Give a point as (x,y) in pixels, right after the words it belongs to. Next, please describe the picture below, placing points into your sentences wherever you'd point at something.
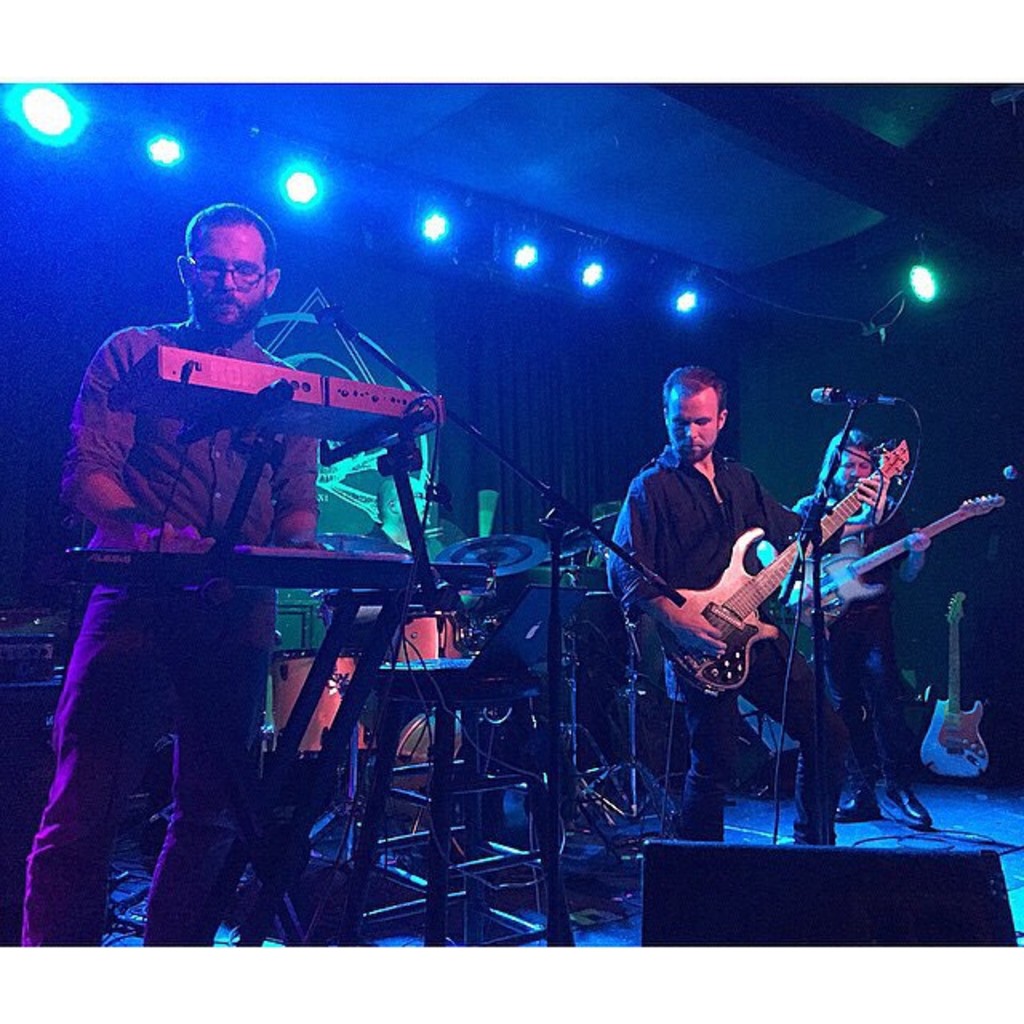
In this picture, we see people (169,622) playing musical instruments (283,670). The man (152,500) on the left corner (180,530) is playing piano (172,559) and the man (683,641) in the middle (671,532) is playing guitar (733,598). Right of this picture (846,478), there is a man (891,622) who is playing guitar (860,589) and we can see microphones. We see lights (39,132) on the background (51,122). Maybe this might be in a program.
